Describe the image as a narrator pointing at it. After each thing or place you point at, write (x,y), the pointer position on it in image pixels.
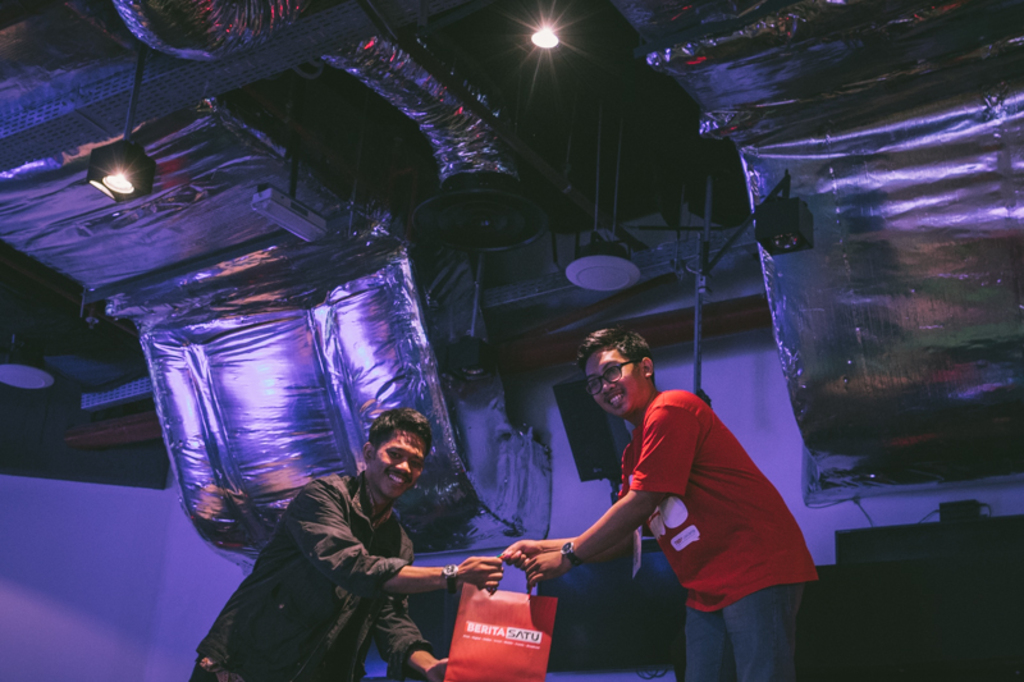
In this image we can see two persons (562,542) are standing, and smiling, and holding a red bag (531,656) in the hands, at the top (306,223) there are lights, there is a wall (774,426).
